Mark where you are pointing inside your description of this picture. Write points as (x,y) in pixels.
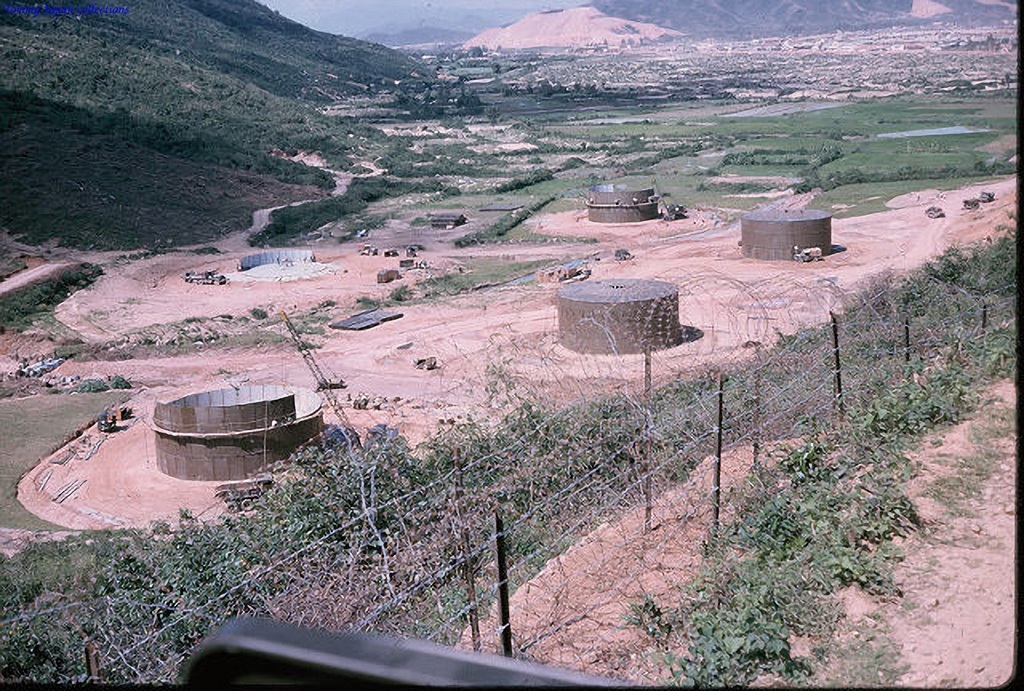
At the bottom (560,480) we can see fences (651,503), poles (647,407), plants (778,660) and grass (832,509) on the ground (811,671). In the background (264,85) there are trees (161,128), vehicles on the ground (232,306), mountains (276,93) and in the middle (593,306) we can see tanks (593,306) and this is the sky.
